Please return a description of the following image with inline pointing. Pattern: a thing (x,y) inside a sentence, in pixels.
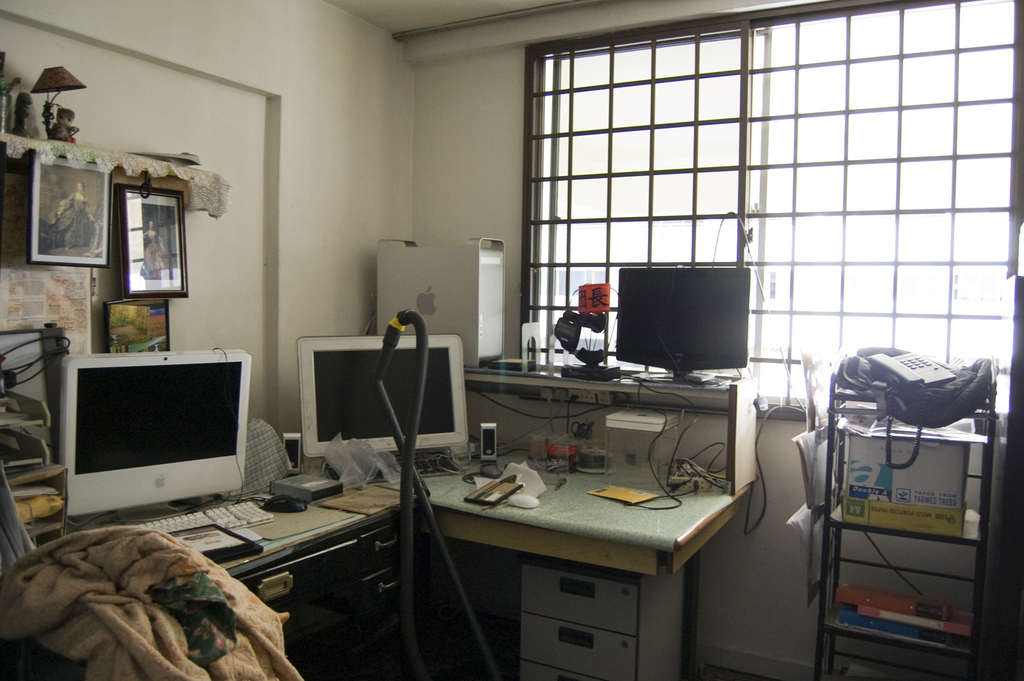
In this picture on the left side of the room (300,14) we can see a table (388,582) with a computer system (248,385), a cloth (76,573), photo frames (138,314) on the wall (261,225), a toy lamp (51,75), wires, etc. On the right side (689,595), we can see a table (605,562) with 2 computer systems (436,278) and drawers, windows (697,43) with iron bars (760,226), a telephone (917,355) on a stand (830,670).
